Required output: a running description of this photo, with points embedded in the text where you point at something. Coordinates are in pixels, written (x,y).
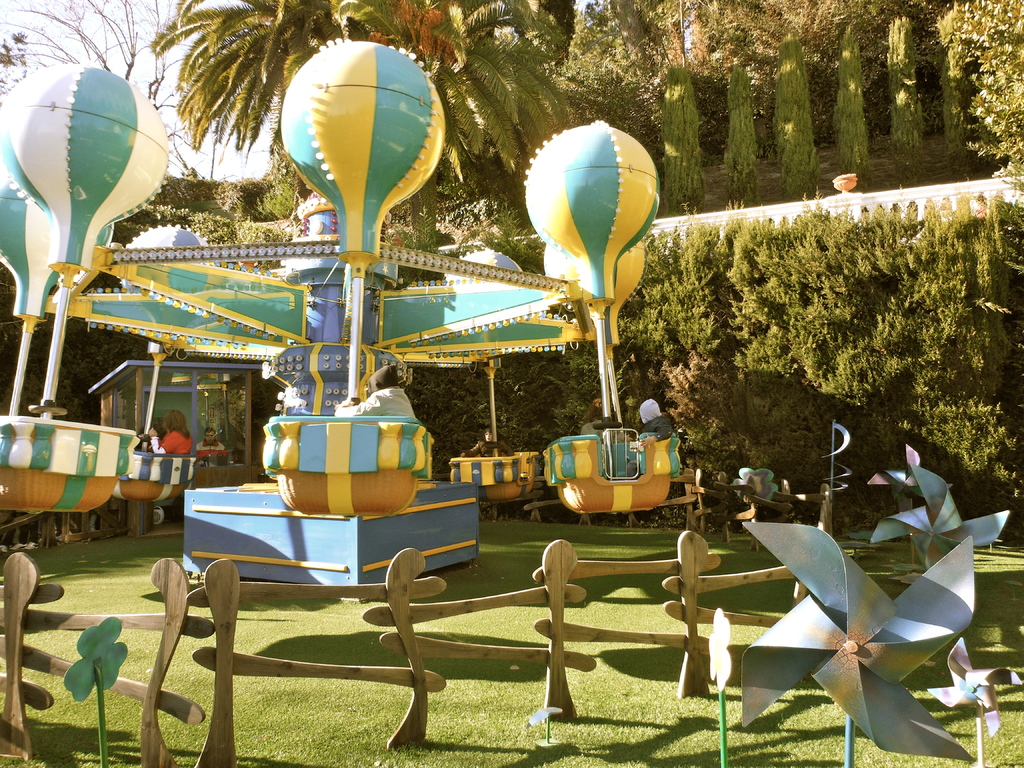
In this image there are carnival rides (49,440). Around the rides (191,566) there is a wooden railing (516,655). Behind the ride (291,386) there is a small cabin (214,387). There are people (149,446) standing at the cabin (237,384). In the background (700,254) there are trees (444,44). In the top left (49,48) there is the sky (74,42).
